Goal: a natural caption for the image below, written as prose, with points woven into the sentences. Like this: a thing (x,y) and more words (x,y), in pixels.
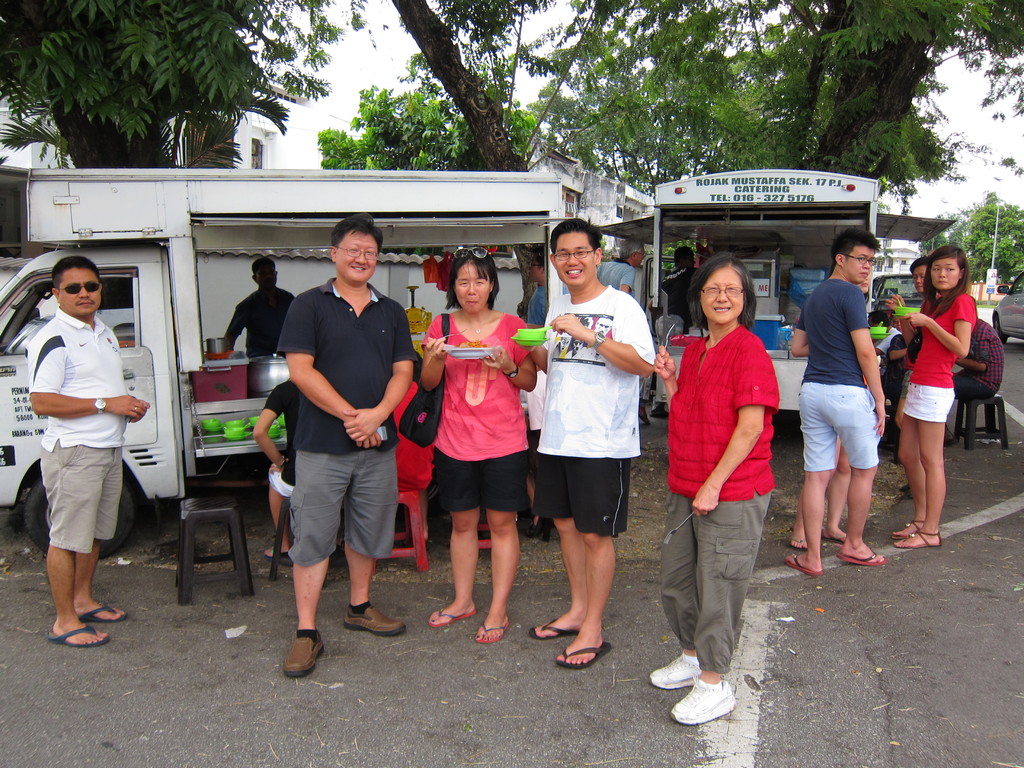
Here we can see people (493,403). Few people (734,296) are holding objects (911,311). Background (779,237) there are vehicles (753,259), trees (872,110) and building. These are chairs (233,517).
